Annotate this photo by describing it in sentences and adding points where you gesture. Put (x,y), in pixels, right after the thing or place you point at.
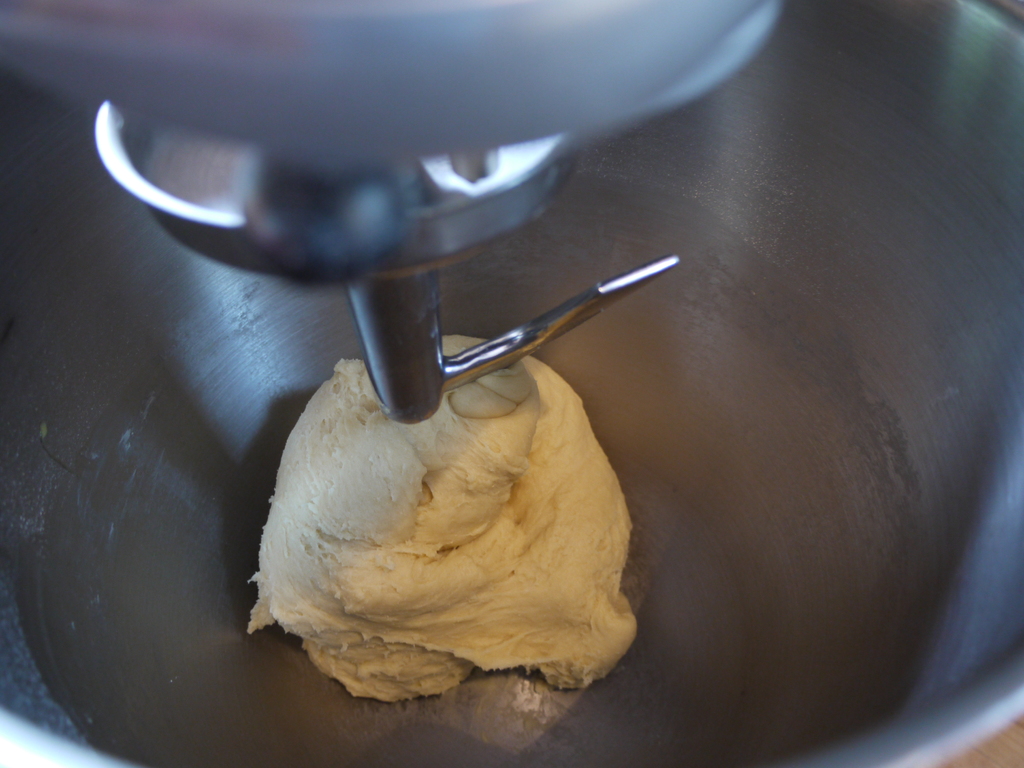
In this picture we can see dough (396,588) present in the machine (707,665).
